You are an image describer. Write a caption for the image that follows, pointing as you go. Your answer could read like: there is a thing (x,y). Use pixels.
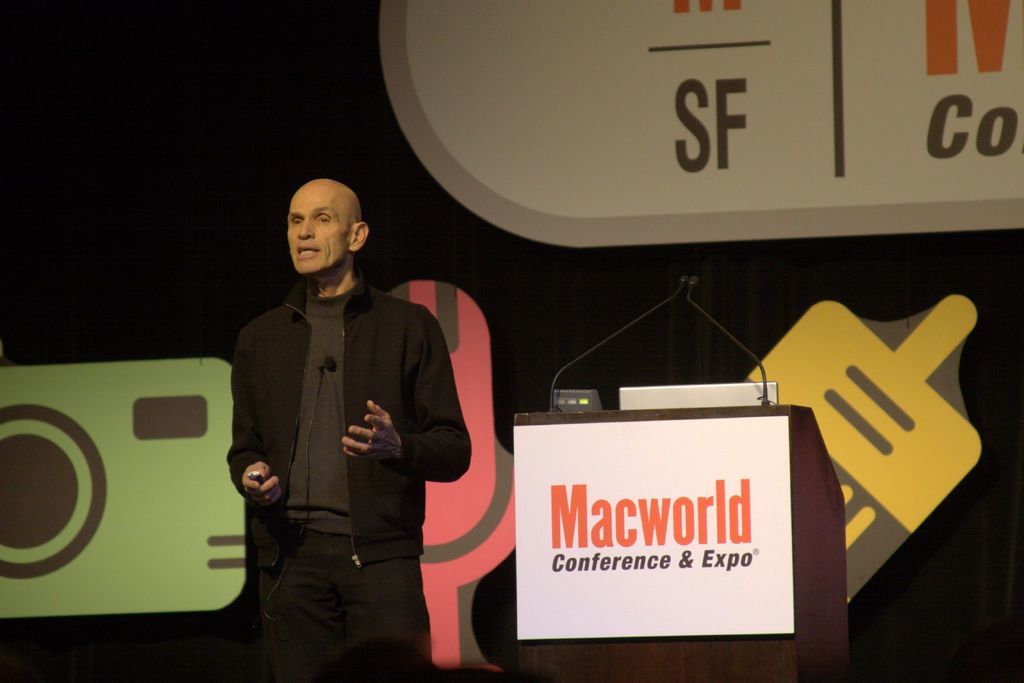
In this image we can see this person (387,423) wearing black jacket (287,484) is holding some object (262,478) and standing here. Here we can see the podium (792,491) to which a white color board (659,571) is fixed and here we can see the laptop (749,403) and mics (762,369) are placed on it. The background of the image (883,172) is dark where we can see some images (105,460).
